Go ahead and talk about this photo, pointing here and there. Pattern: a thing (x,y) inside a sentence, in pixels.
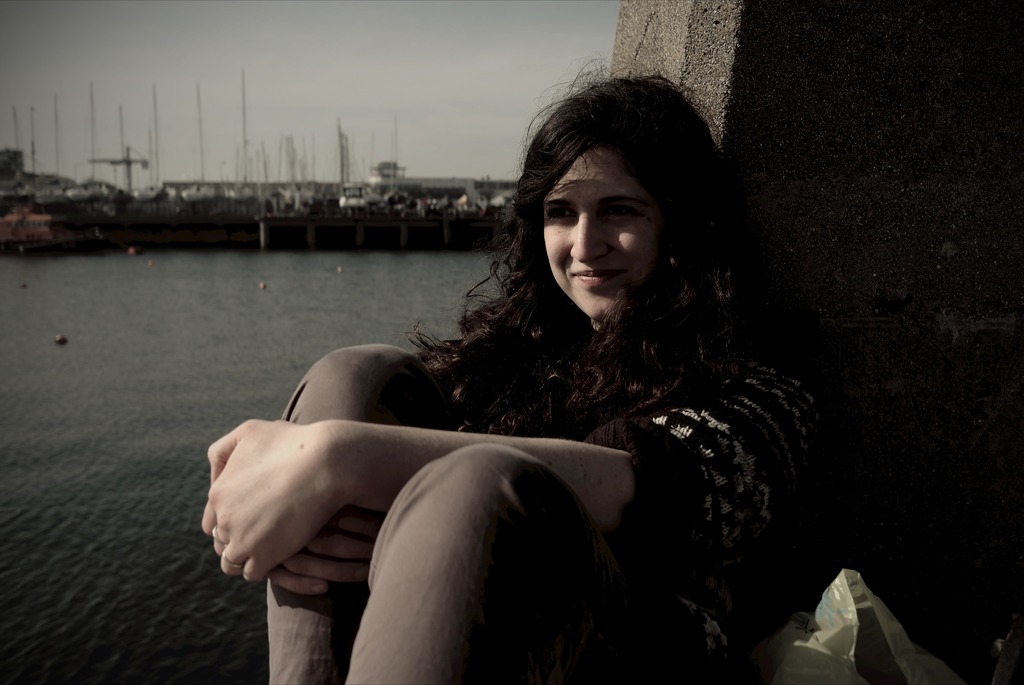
In the center of the image (476,393) there is a woman (512,462) sitting on the ground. In the background (337,344) we can see water (141,355), bridge (394,231), harbor (370,208) and sky (270,68).
